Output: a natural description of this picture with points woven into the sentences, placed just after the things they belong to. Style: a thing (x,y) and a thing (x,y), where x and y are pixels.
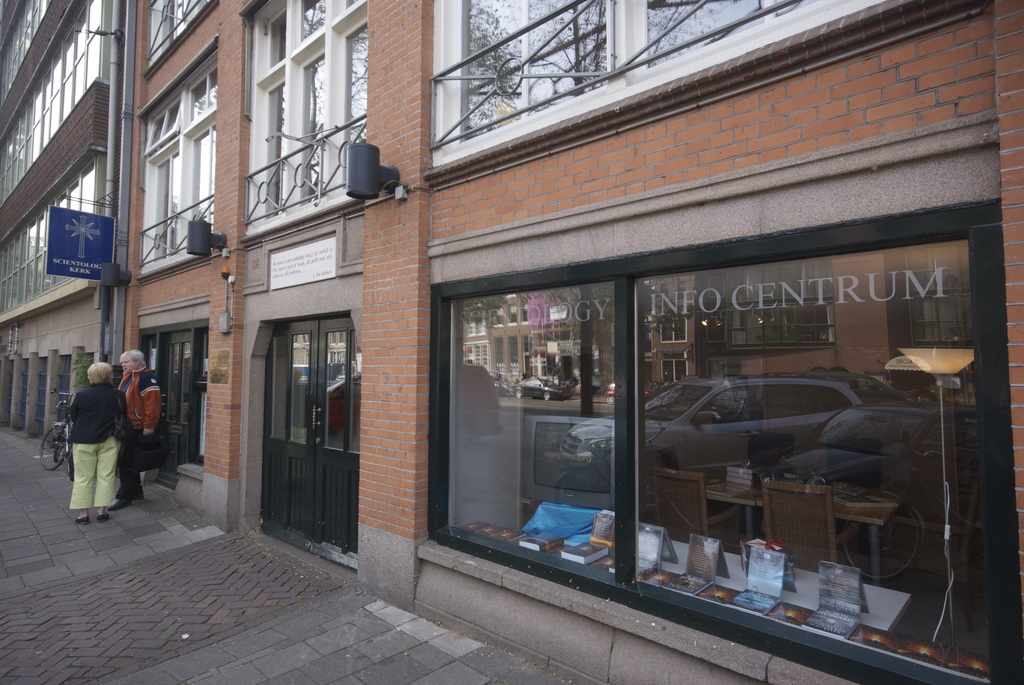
This picture describes about couple of buildings (333,162) and two people (93,410) they are standing on the path way (97,584) in front of them we can see a bicycle (69,432) also we can see hoarding (73,257) we can see couple of cars (748,434) in the mirror reflection (560,362).
